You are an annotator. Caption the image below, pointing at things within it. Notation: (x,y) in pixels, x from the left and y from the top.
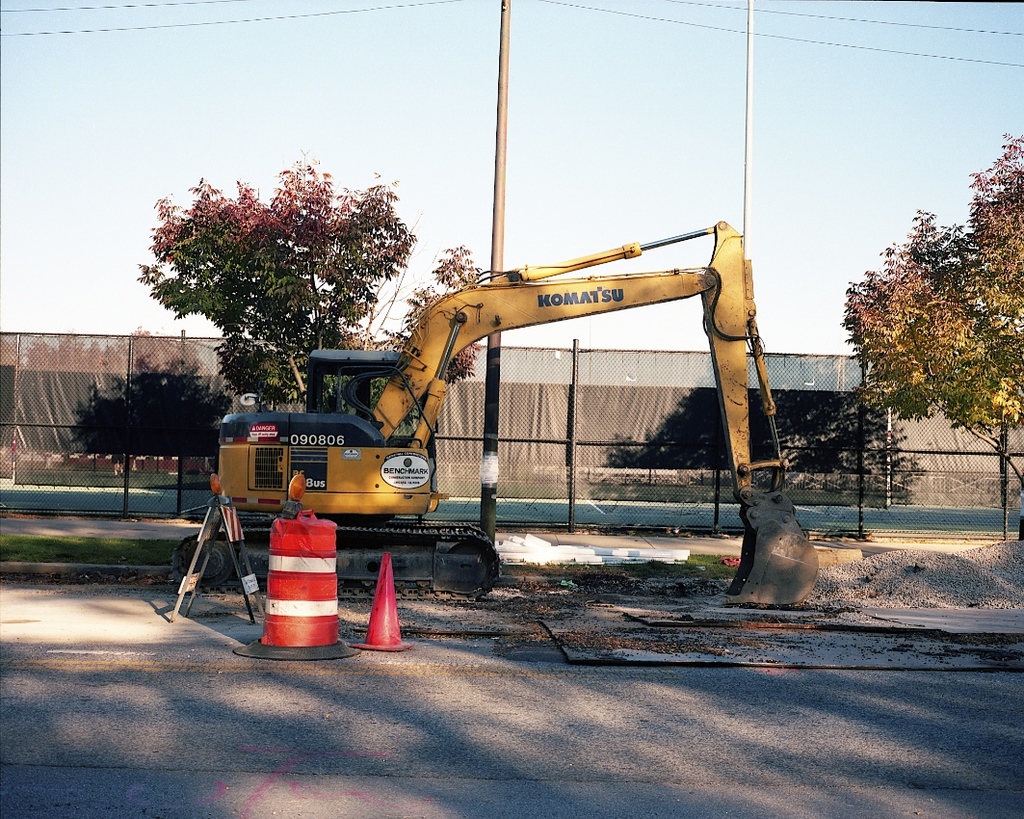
In this image there is a crane (389,523). There is a traffic cone (387,619), plastic container (332,581) on the road (583,734). There are piles of stones (914,594). In the background of the image (614,514) there is a metal fence (638,500). There are trees (982,337), poles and sky (329,115).
